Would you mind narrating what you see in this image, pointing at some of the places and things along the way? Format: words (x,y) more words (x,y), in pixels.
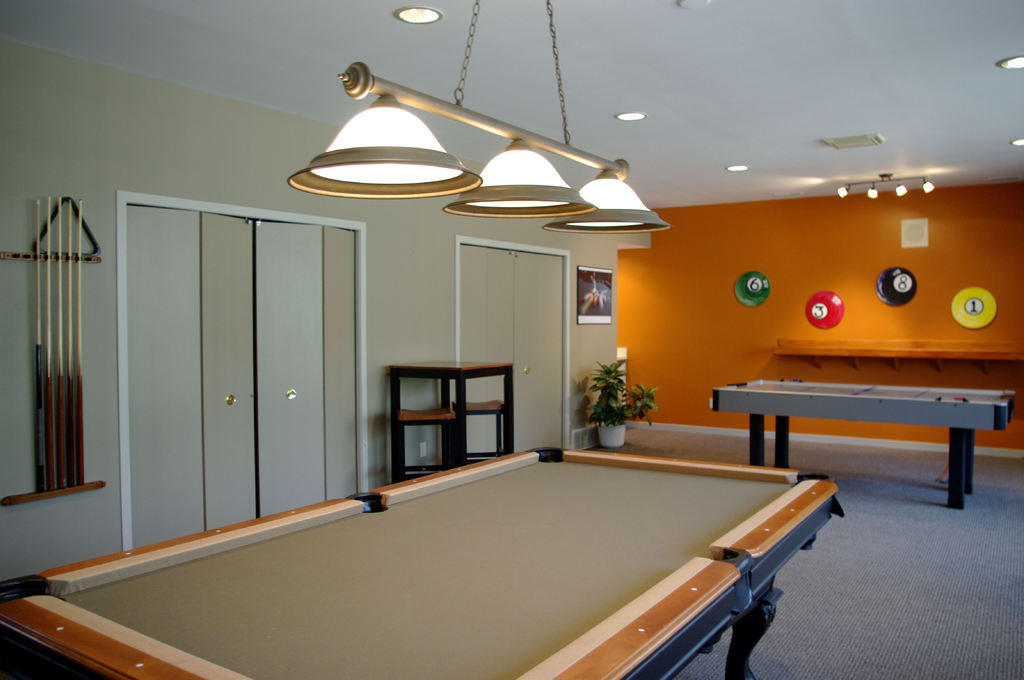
In this picture that is a snooker table (529,533) and in the backdrop (671,288) there is a Orange wall (707,282) and lights (392,111) attached to the ceiling (643,187).
